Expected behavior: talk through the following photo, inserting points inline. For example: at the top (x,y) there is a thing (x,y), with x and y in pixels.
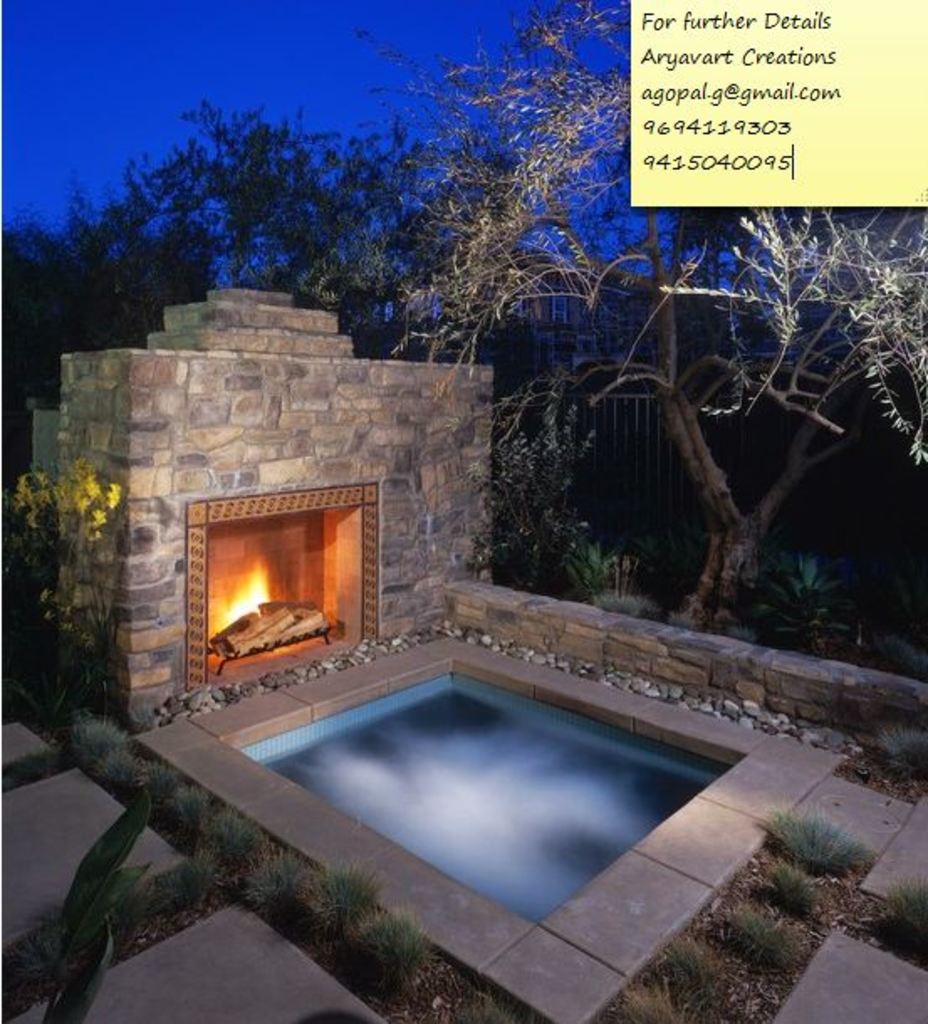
In this image there is a pond (422,773), beside that there is a campfire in the middle of wall (382,513), also there are some trees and plants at back (745,589).
